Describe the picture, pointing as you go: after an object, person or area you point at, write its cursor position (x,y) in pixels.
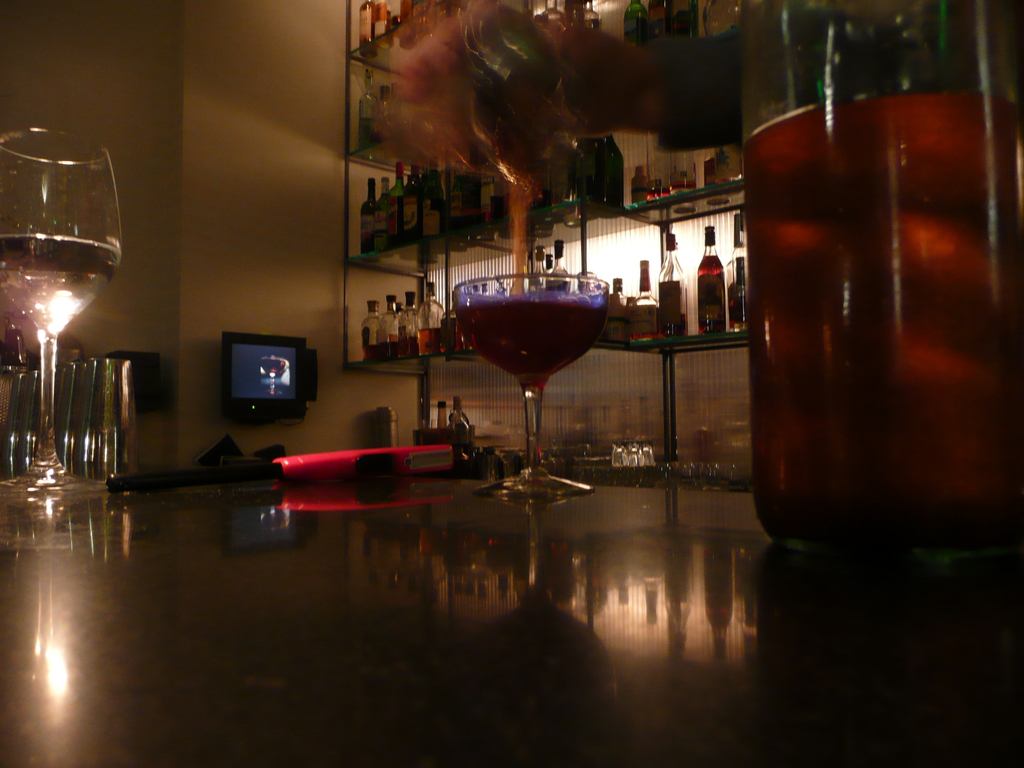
This is a glass table (454,662) where a wine bottle (1008,166) and a glass of wine (499,354) are kept on it. Here we can see a bunch of wine bottles (413,351) which are kept on this glass shelf (459,249). This is a television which is fixed to a wall (272,435).
